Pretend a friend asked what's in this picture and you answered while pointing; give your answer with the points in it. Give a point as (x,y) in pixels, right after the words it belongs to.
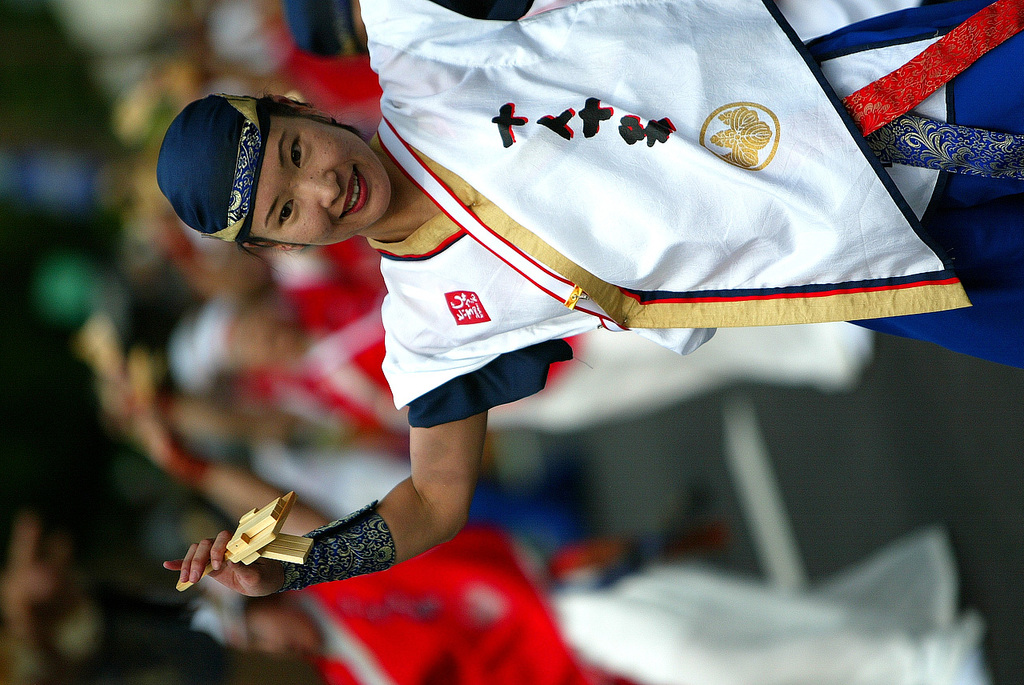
In this image we can see a woman (531,242) holding some object (277,548) in her hand (221,556). In the background (950,411), we can see a group of people (306,269) standing on the ground (932,488).
